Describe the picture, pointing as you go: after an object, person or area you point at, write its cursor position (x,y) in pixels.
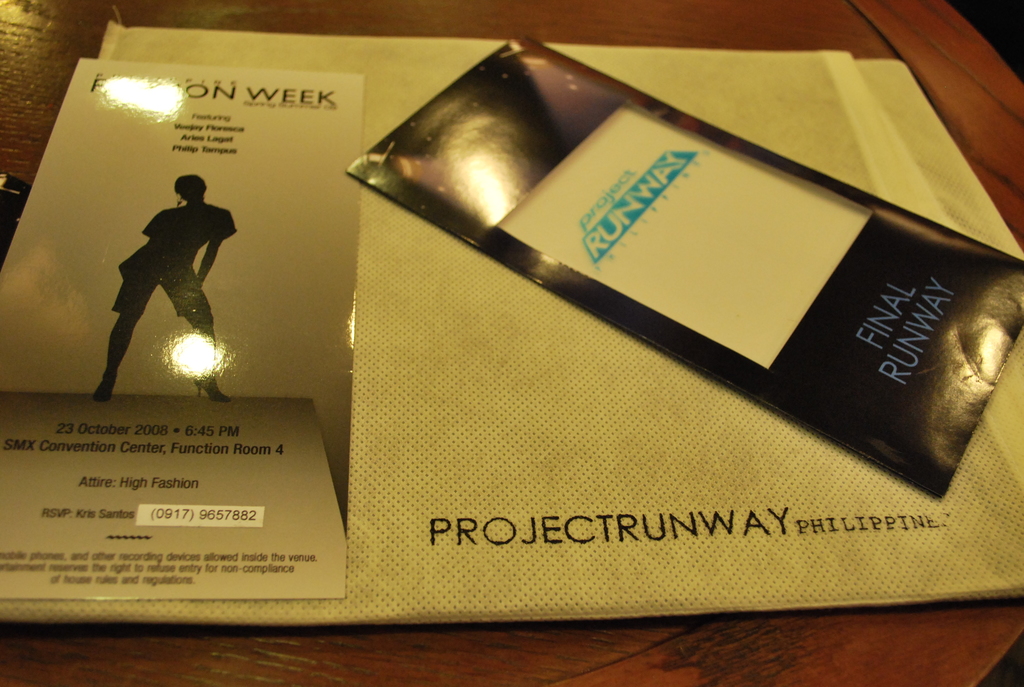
This image consists of a cover (374,465) and papers (95,357). They are placed on a table (396,645).
